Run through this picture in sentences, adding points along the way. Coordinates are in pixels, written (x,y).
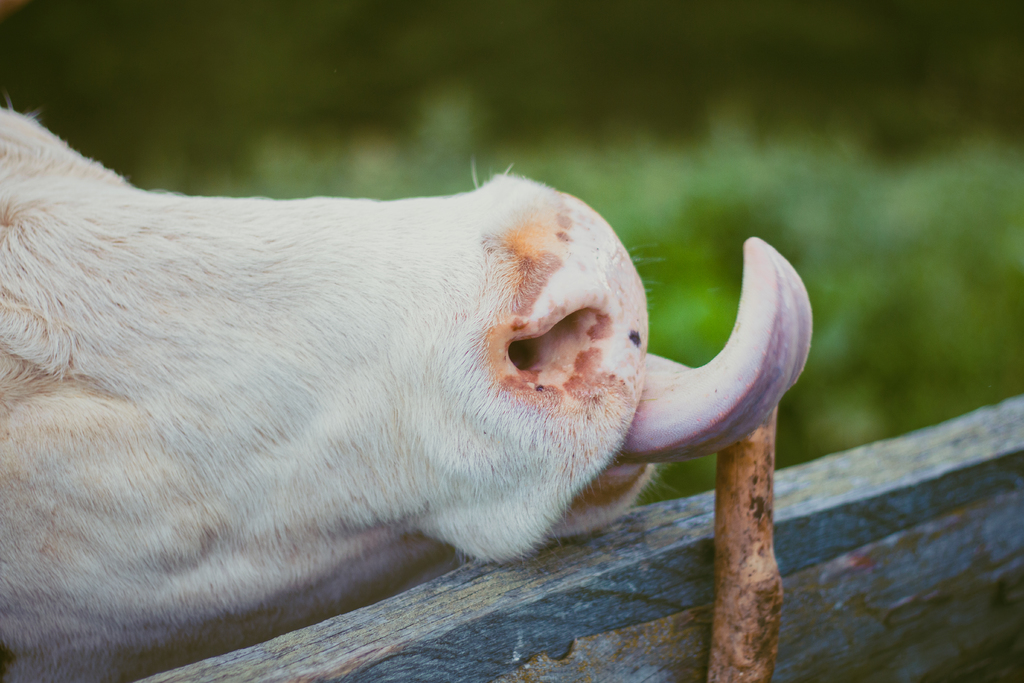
In this image I can see a tongue (695,418), the nose (584,364) of a white colour animal (351,306). I can also see green colour in the background (664,143) and I can see this image is little bit blurry from background (854,283).
